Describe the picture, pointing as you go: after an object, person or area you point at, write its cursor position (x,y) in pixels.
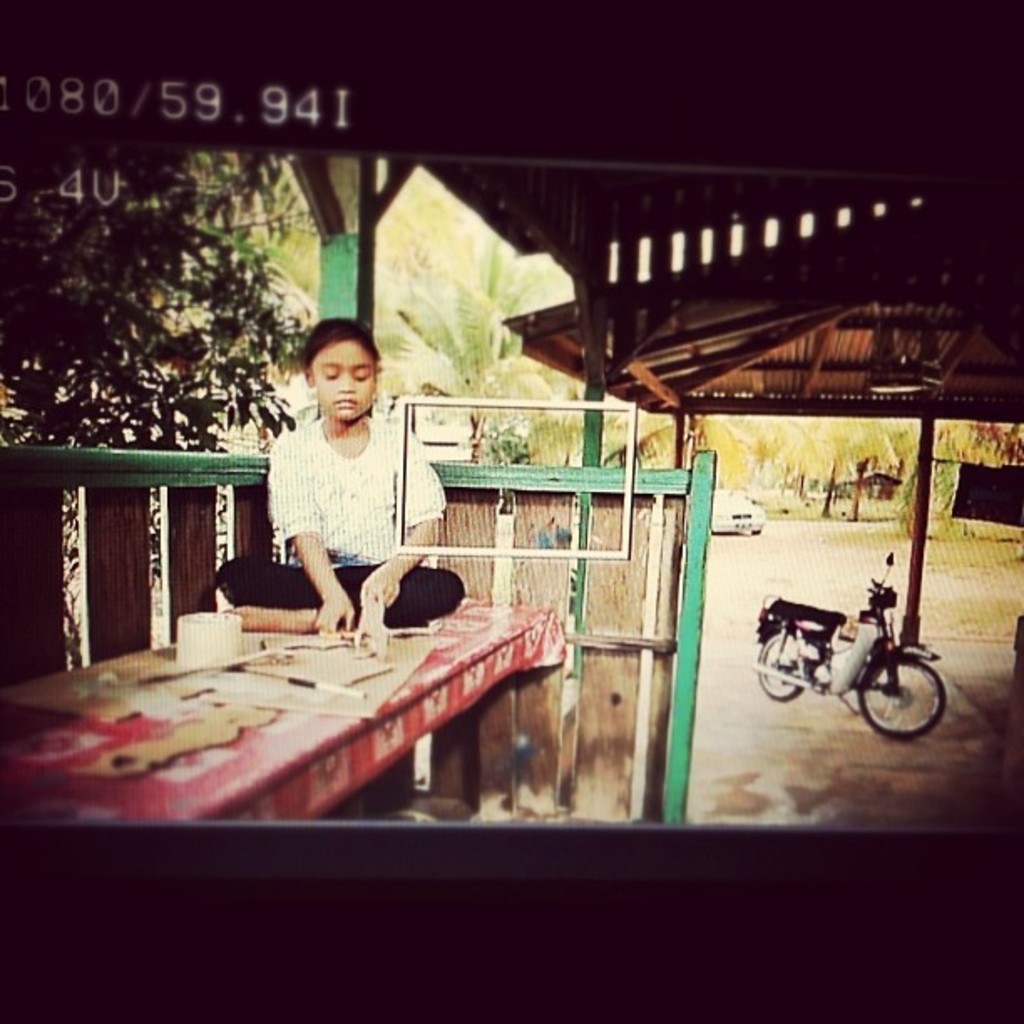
In this image I can see the person (293,579) sitting on the table (339,789). On the table (210,749) I can see cardboard pieces (346,711), tissue roll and the red sheet (456,697). There is a bike (789,635) to the side. To the left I can see the tree (13,287). There are under the house (690,520). In the back (719,524) I can see many trees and the white color vehicle (728,514).
